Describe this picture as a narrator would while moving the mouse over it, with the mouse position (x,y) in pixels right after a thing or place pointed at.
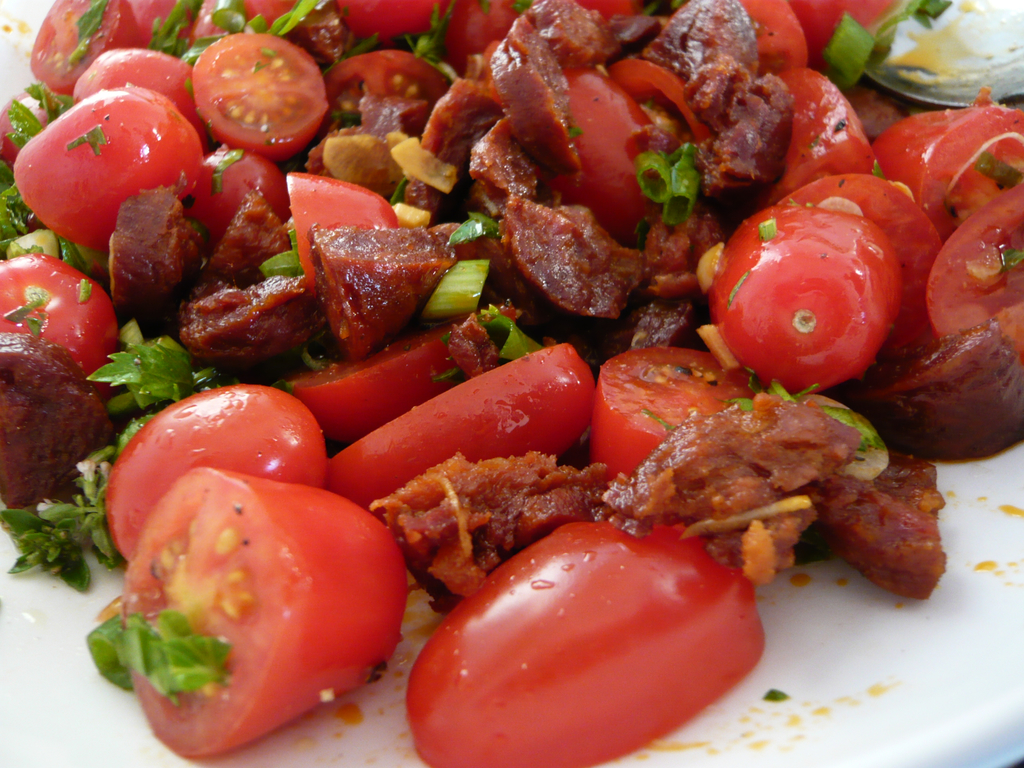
In this image I can see food items (443,446) on a white color surface (2,63).
